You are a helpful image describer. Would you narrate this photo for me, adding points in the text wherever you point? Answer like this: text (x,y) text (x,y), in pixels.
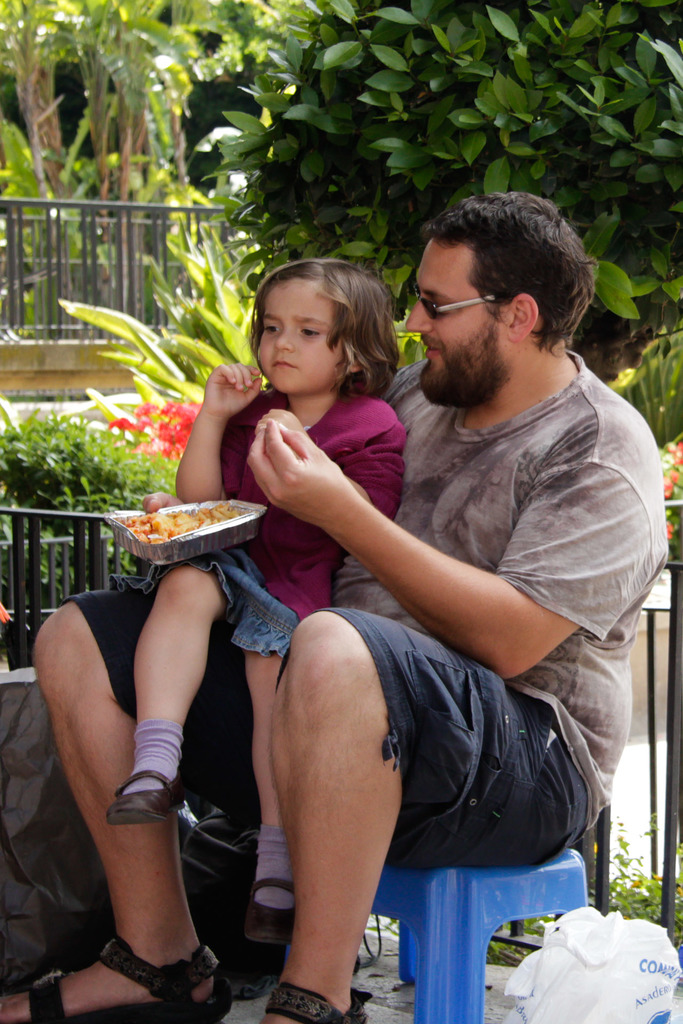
In this picture there is a man (537,630) sitting on the stool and he is holding the box (128,530), there is a food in the box (118,535). There is a girl (202,491) sitting on the man (371,616). At the back (344,175) there are trees (73,247) and flowers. At the bottom (593,971) there is a cover (616,952).
